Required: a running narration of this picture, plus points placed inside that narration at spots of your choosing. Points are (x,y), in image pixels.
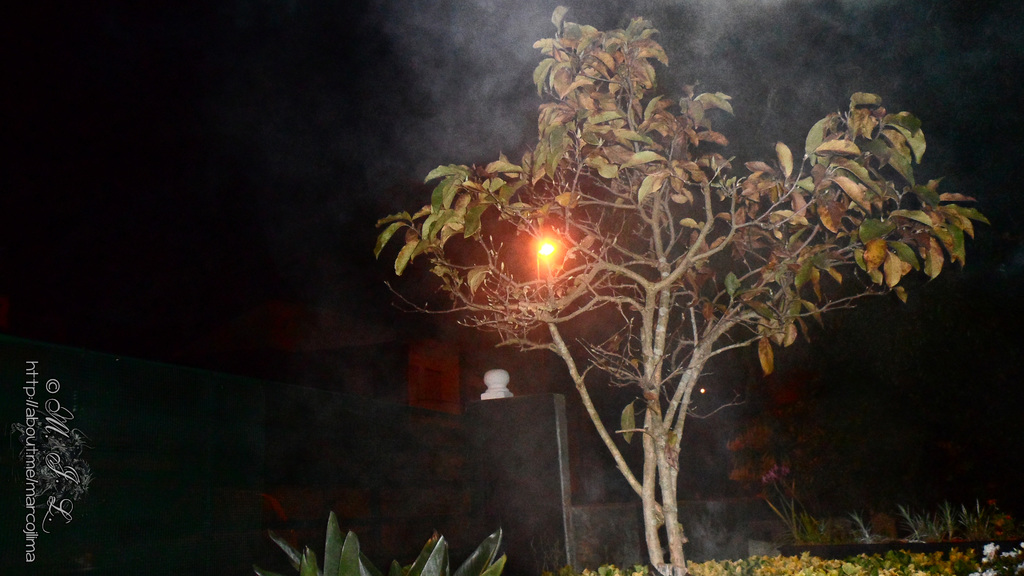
In this image we can see a tree (671,149), there are plants (719,574), there is a light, there is a sky (331,172), there it is dark.
